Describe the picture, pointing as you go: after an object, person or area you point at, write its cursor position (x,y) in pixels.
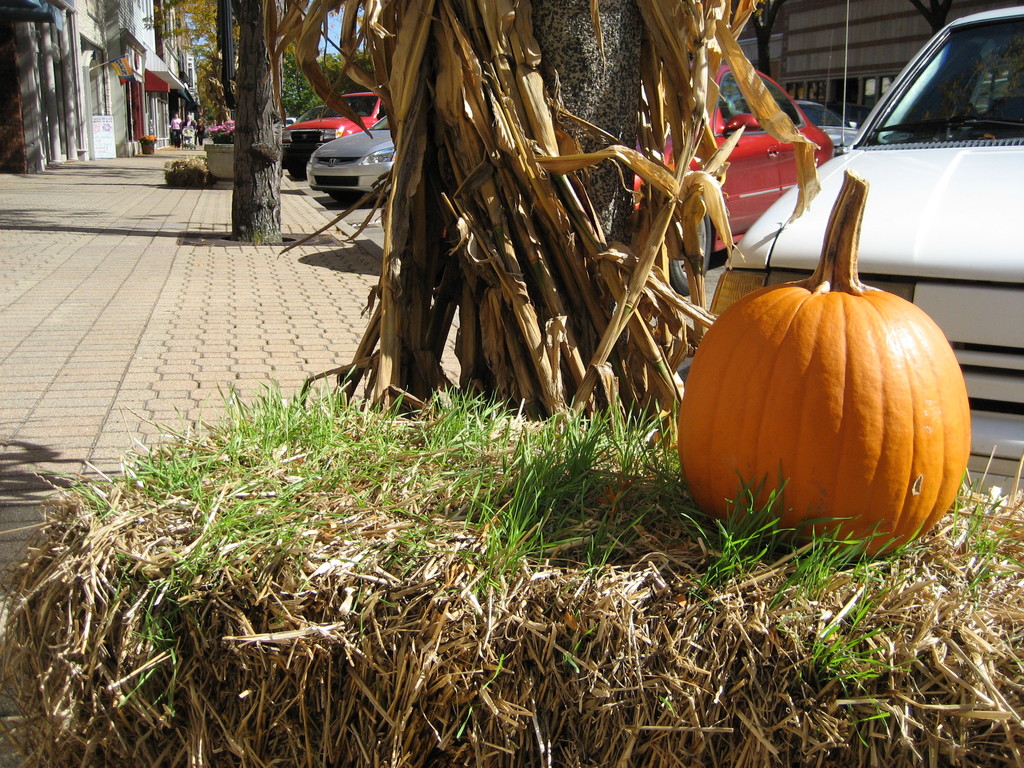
In this image we can see many vehicles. We can see a pumpkin (828,423) in the image. We can see grass (747,663) at the bottom of the image (575,518). We can see dry plants (274,79) in the image. We can see many trees (256,68) in the image. There are many buildings (828,26) in the image. There is a board (111,128) on the ground (114,382) at the left side of the image (107,130). There are few people (186,118) walking on the footpath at the left side of the image (169,128).
